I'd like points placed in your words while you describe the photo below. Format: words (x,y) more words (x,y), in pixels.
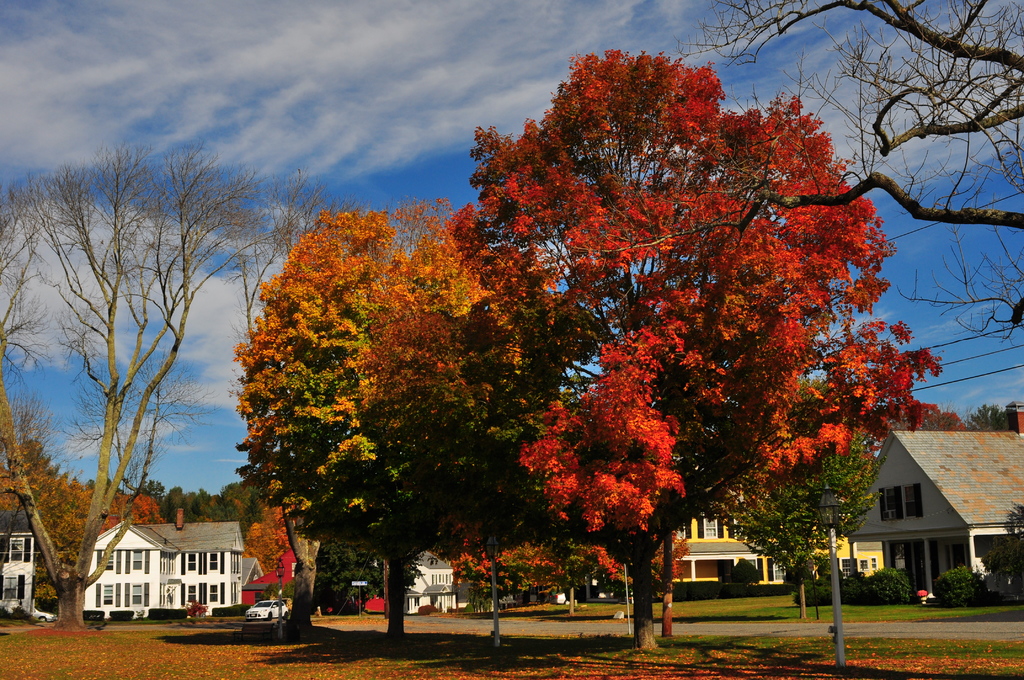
In this image in the foreground (302,417) there are some trees (653,408), poles (836,535) and lights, and in the background (145,576) there are some houses (916,542), plants (775,585), trees (52,542) and one car (257,617). At the bottom (251,656) there is a walkway (942,630) and grass (461,668) and on the top of the image (332,106) there is sky (544,94), and on the right side (957,354) there are some wires (962,379).
